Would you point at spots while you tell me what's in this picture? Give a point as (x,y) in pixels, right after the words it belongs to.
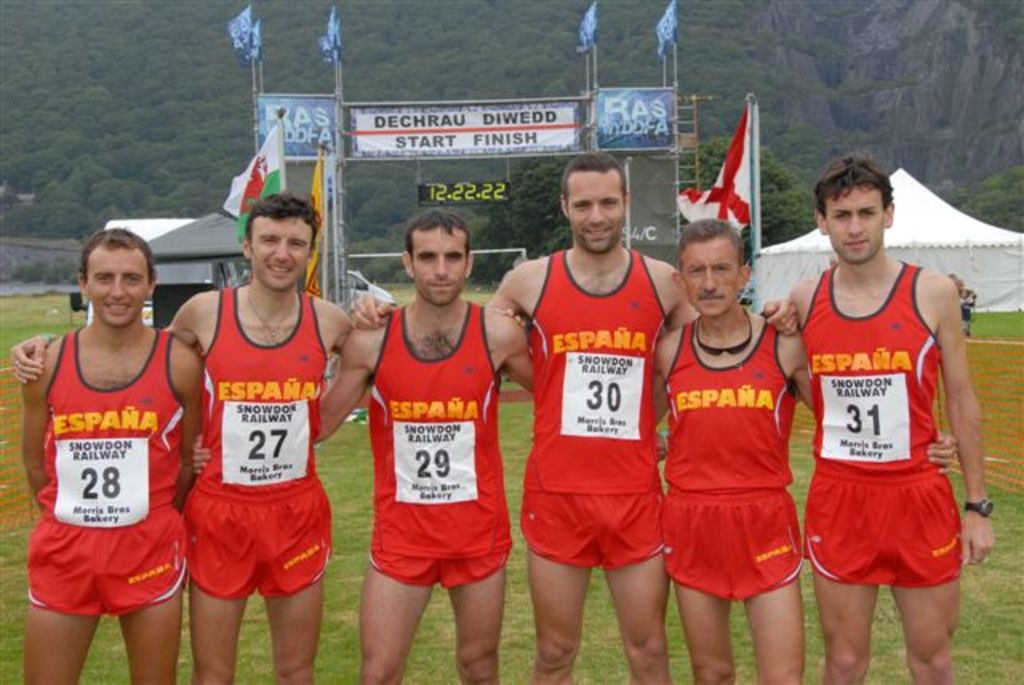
In the image there are a group of players (313,397) standing in the front (314,366) and posing for the photo, behind them there are many banners (525,108) and flags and there is a screen (497,196) displaying some numbers (454,191), in the background (98,70) there is a mountain (52,131).
